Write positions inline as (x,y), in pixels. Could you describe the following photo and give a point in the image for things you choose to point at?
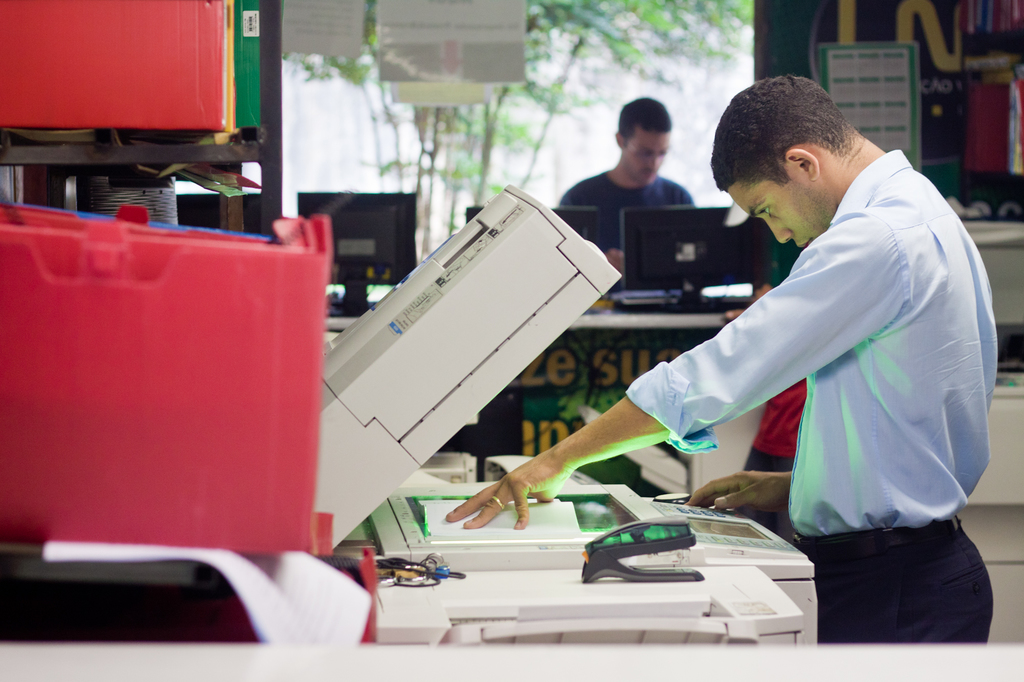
In this image I can see few machines (502,600) and one person (873,487) is standing in front of the machine (708,525). Back I can see few systems (638,252) and one person (616,253) is standing in front of the system (634,239). Back I can see few trees (591,41).
